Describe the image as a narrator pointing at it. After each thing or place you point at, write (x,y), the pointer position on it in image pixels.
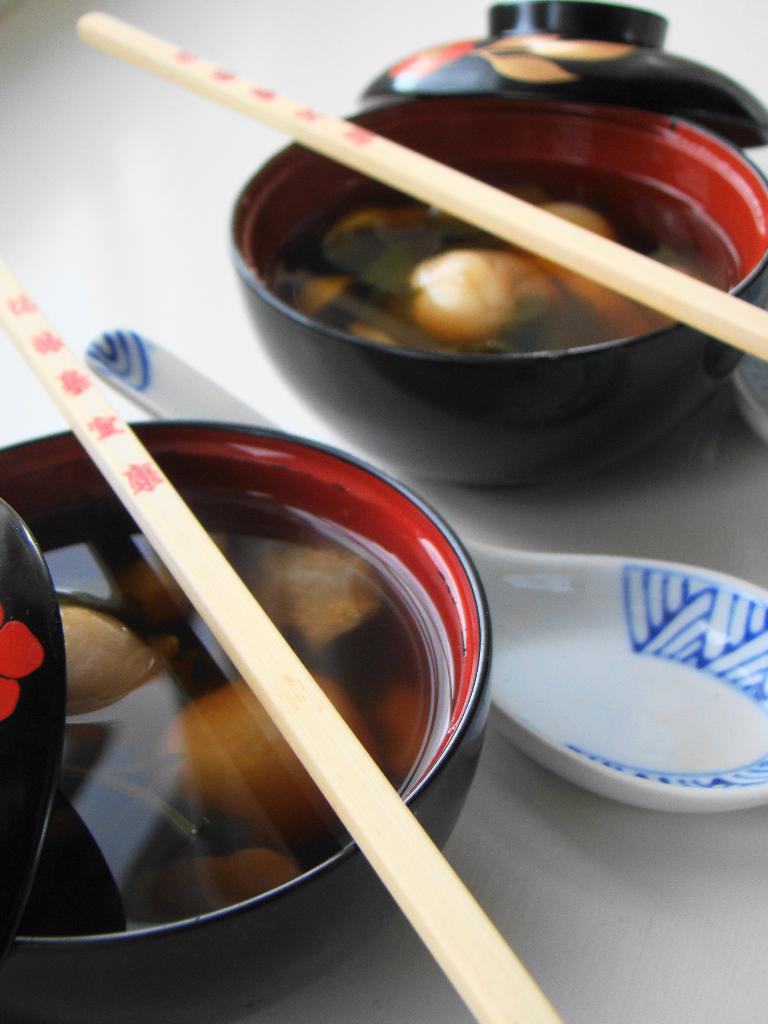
In this picture we can see two bowls (234,489) with some food item (248,560) in it and on bowl (342,371) we have two sticks (79,392) and in between this bowls (522,364) we have a spoon (725,618) and for this bowls (461,445) we have lids (516,49) and this are placed on some platform (163,145).
